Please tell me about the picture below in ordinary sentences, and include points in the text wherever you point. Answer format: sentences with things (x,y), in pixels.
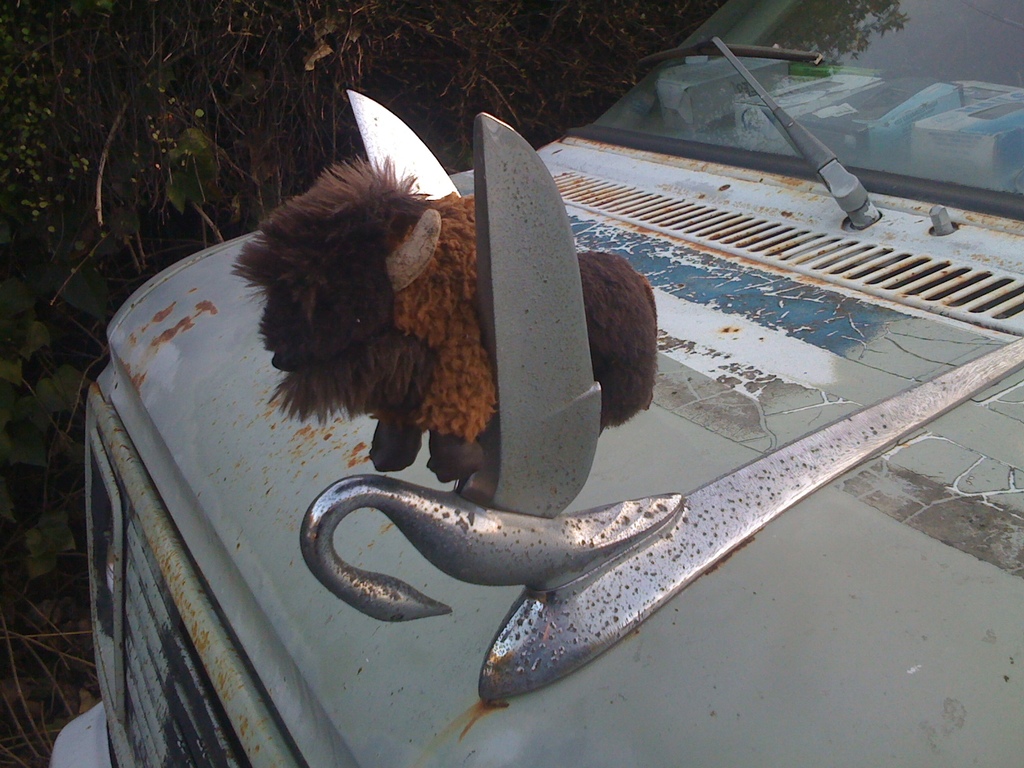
In this image we can see a toy (449,331) on the car (517,461). In the background (443,69) there are trees (121,166).
